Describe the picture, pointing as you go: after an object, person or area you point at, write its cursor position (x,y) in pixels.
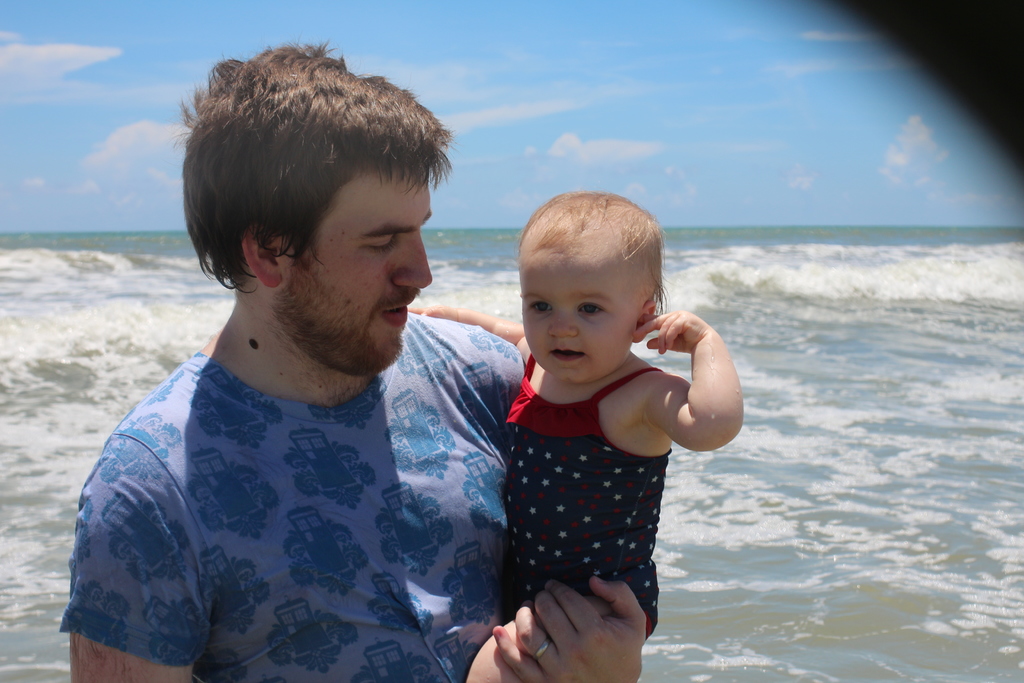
There is one man (314,502) wearing a blue color t shirt (259,532) and holding a baby (560,447) as we can see in the middle of this image (527,409). There is a sea (187,355) in the background (750,369), and there is a cloudy sky (582,134) at the top of this image (696,139).
